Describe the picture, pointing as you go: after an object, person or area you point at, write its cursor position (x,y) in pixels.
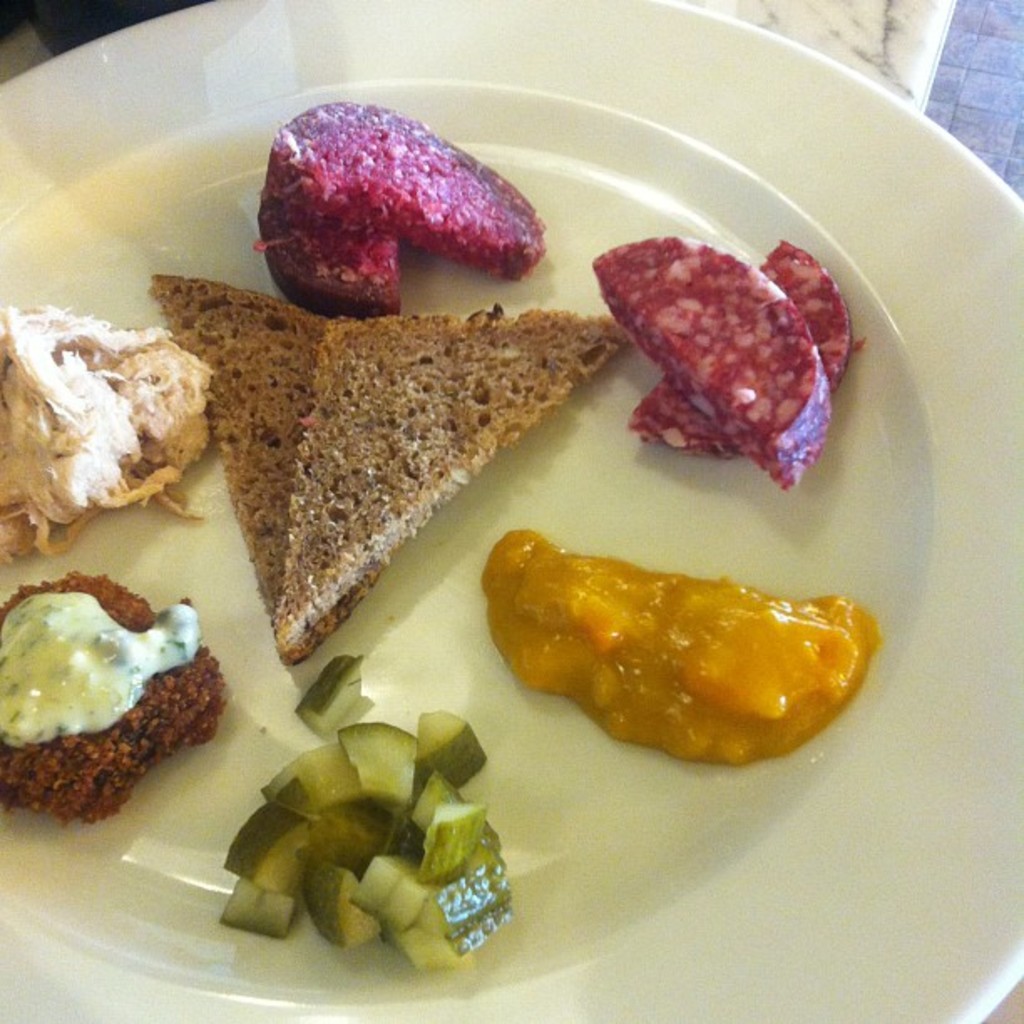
There are some food items (10,448) kept on a plate (673,495) like bread slices (331,420), cucumber (368,848) and some other creams (681,591).
